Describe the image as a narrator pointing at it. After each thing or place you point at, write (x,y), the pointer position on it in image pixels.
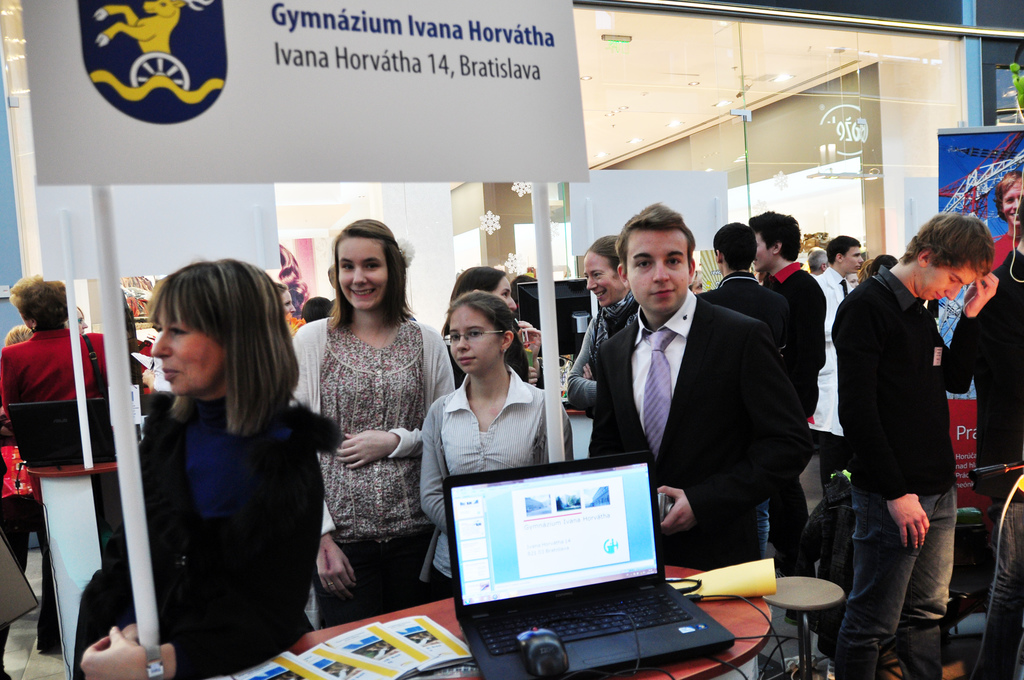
In this image, we can see persons (759,344) wearing clothes (685,391). There is a board (329,144) at the top left of the image (286,157). There is table (433,612) at the bottom of the image (520,528) contains laptop (515,610) and books (398,659). There is a banner (973,213) on the right side of the image (999,209).
